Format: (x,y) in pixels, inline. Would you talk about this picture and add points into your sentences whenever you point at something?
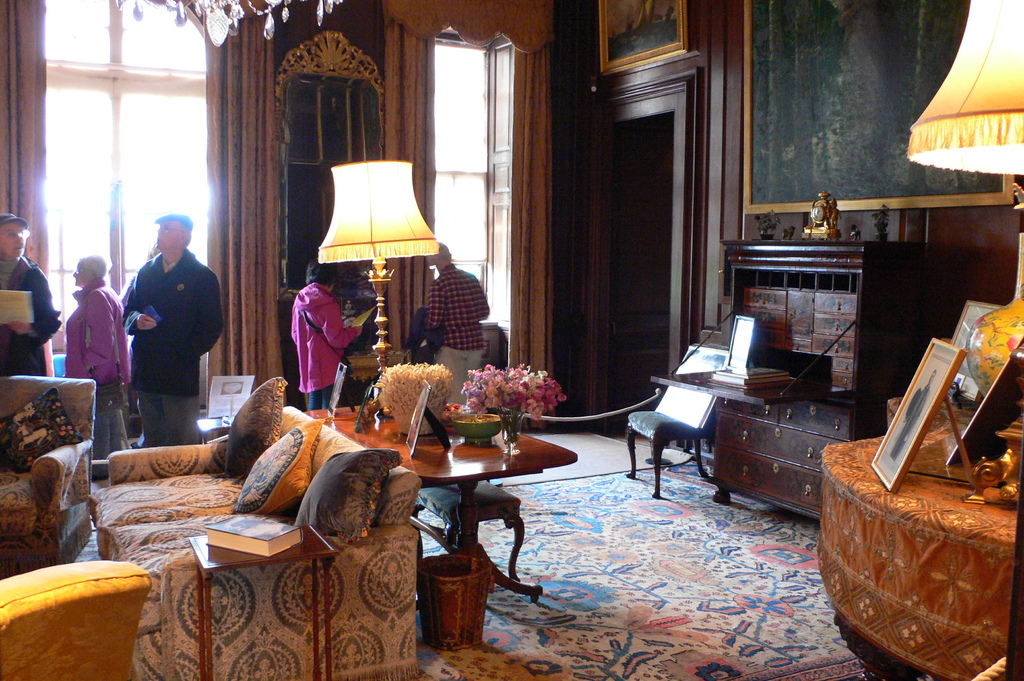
In the picture there are few people (180,348) stood on the back side (462,307) and in middle of room (499,449) there is table (503,453) with flower vase (516,425) and a sofa (238,500), on the right side (1001,105) there is a lamp (959,134) on the table (938,567), on the floor (611,608) there is a carpet (647,613), this picture clicked inside a living room (543,659) of a home (138,189).
